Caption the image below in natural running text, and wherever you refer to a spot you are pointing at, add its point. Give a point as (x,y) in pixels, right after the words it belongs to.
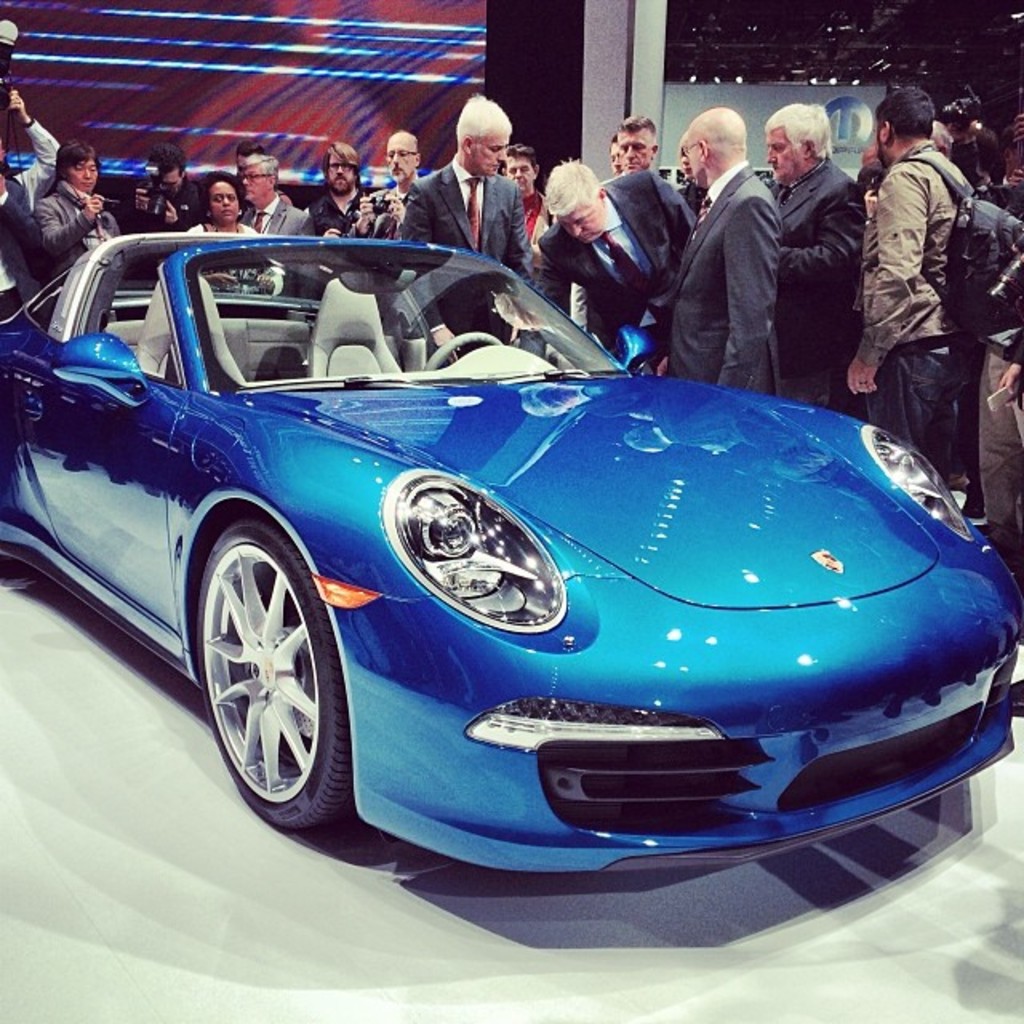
In the center of the image (544,456), we can see a car (397,656) and in the background (272,219), there are many people (769,230) standing and we can see a wall (681,118).
